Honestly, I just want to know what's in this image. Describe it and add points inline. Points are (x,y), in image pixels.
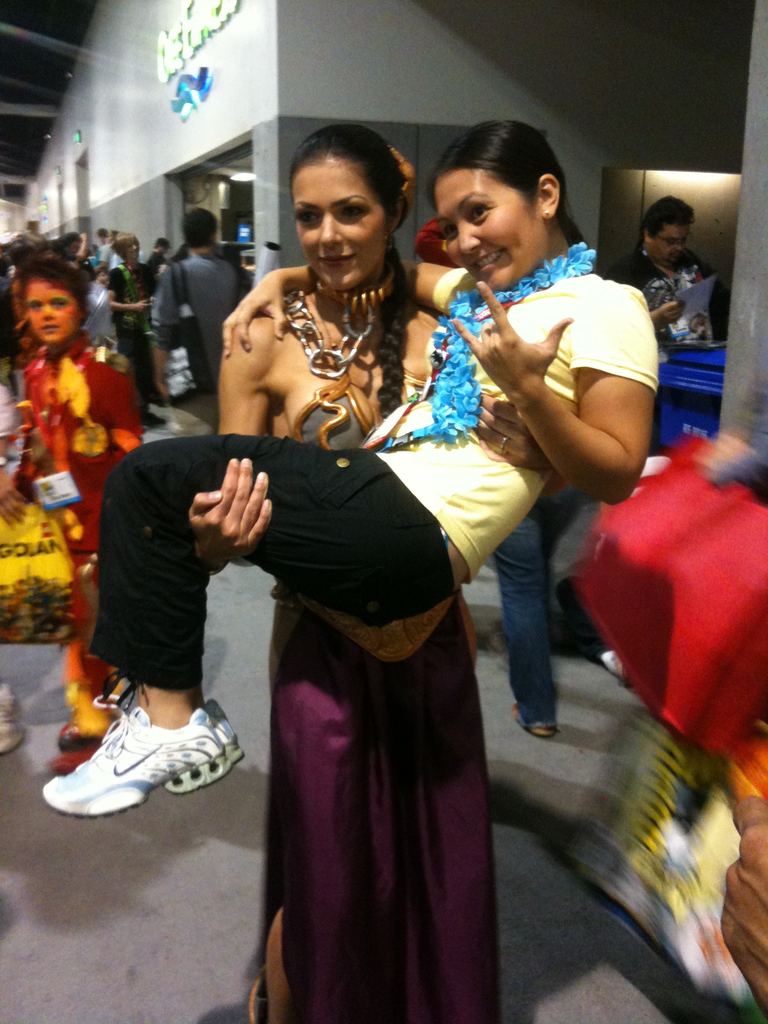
In this image we can see a lady (329,361) holding another lady (324,509). In the background (96,280) there are many people (68,274). Also we can see a building (245,103). On the building (222,59) there is a name (179,55). Also there are lights (251,178).
